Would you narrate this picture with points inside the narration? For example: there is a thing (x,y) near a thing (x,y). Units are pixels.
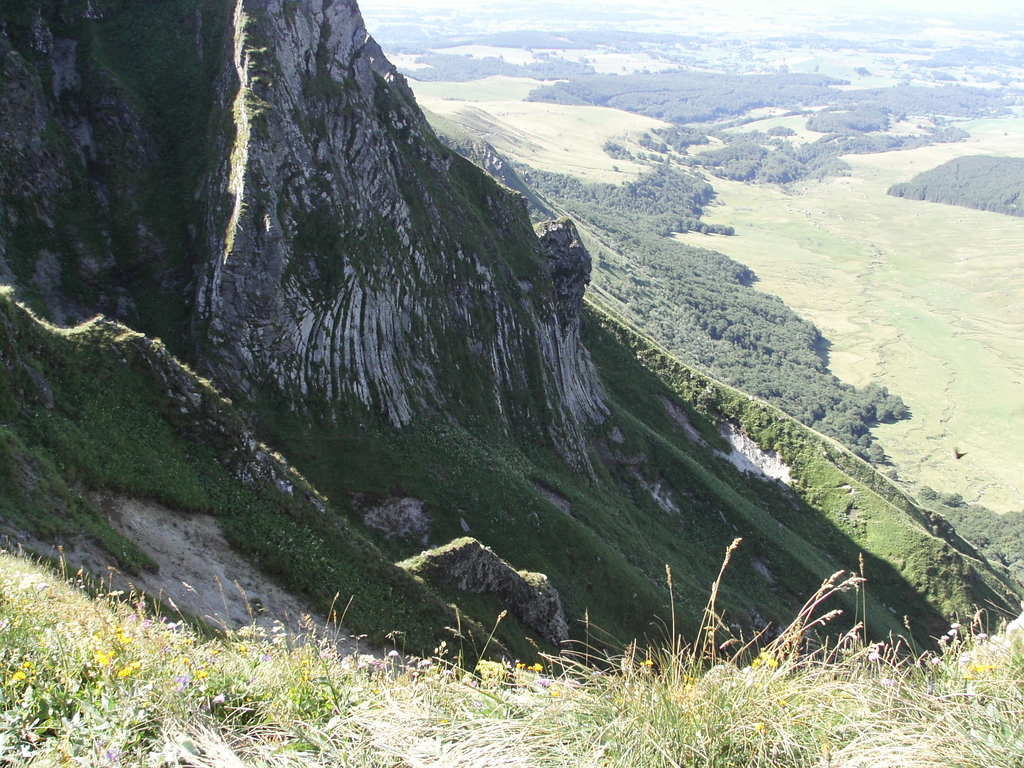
In the image there are few mountains (316,192) and around them there is a lot of greenery (796,155).
